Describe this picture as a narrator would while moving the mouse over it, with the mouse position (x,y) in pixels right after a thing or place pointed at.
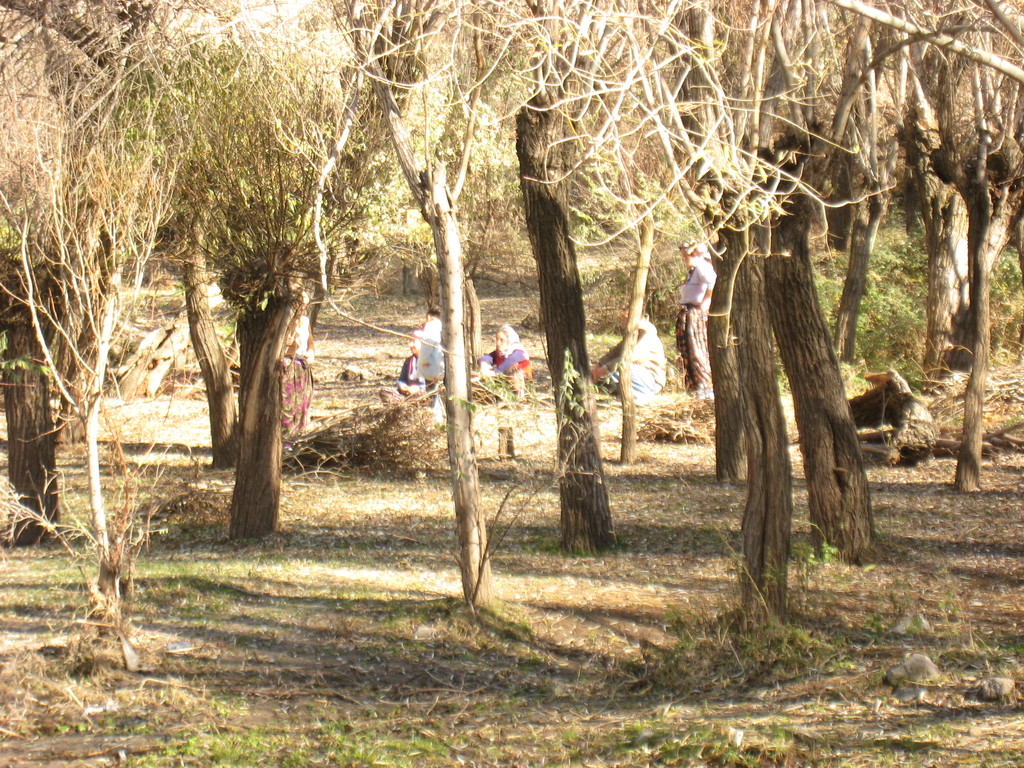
Here we can see trees (131,10) and on the right (978,683) there are stones (995,689) on the ground (658,699). In the background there are few persons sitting and few are standing on the ground (335,505).
